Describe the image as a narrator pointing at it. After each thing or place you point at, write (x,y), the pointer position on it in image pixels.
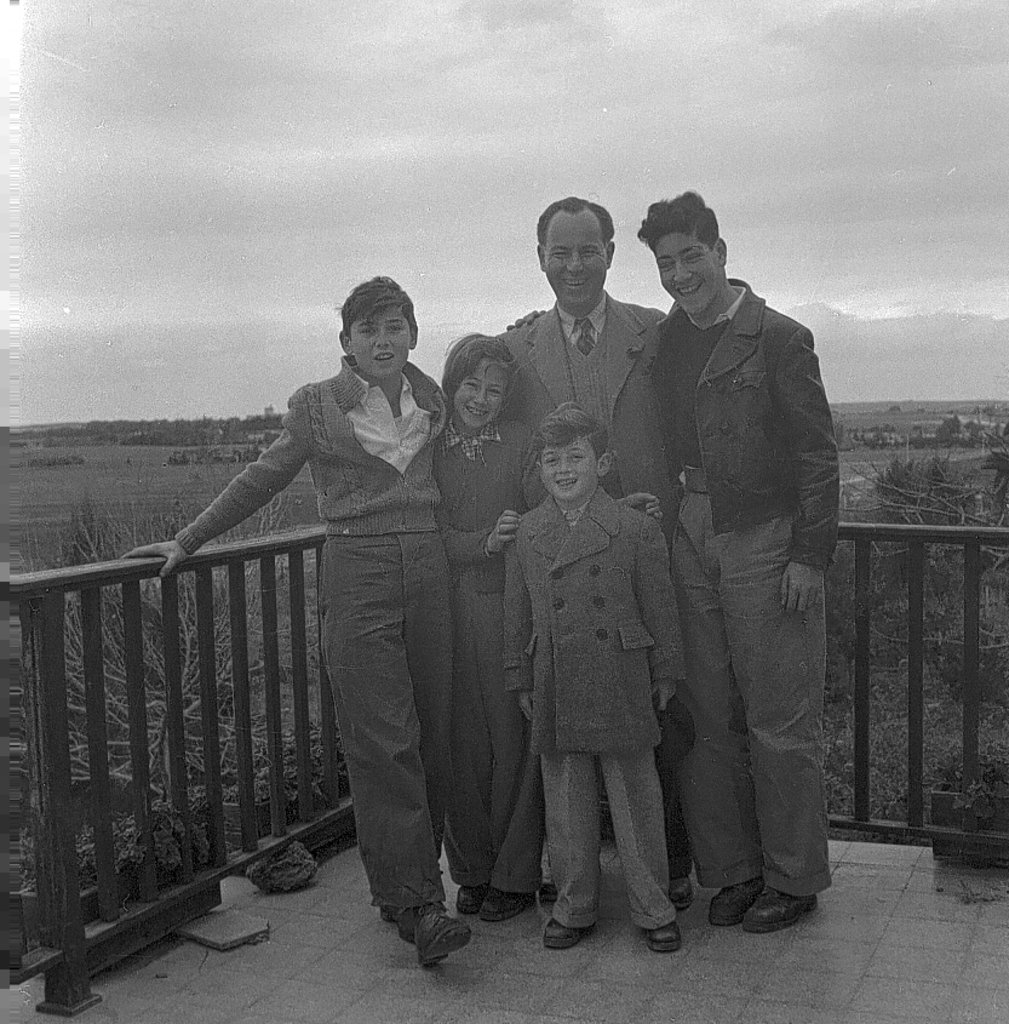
This is a black and white image, there are four kids (568,472) and a man (576,247) standing in suits (475,622) in the balcony (32,714) and behind them there are trees (987,488) and plants (151,498) on the land (165,446) and above its sky (430,119) with clouds (161,118).
